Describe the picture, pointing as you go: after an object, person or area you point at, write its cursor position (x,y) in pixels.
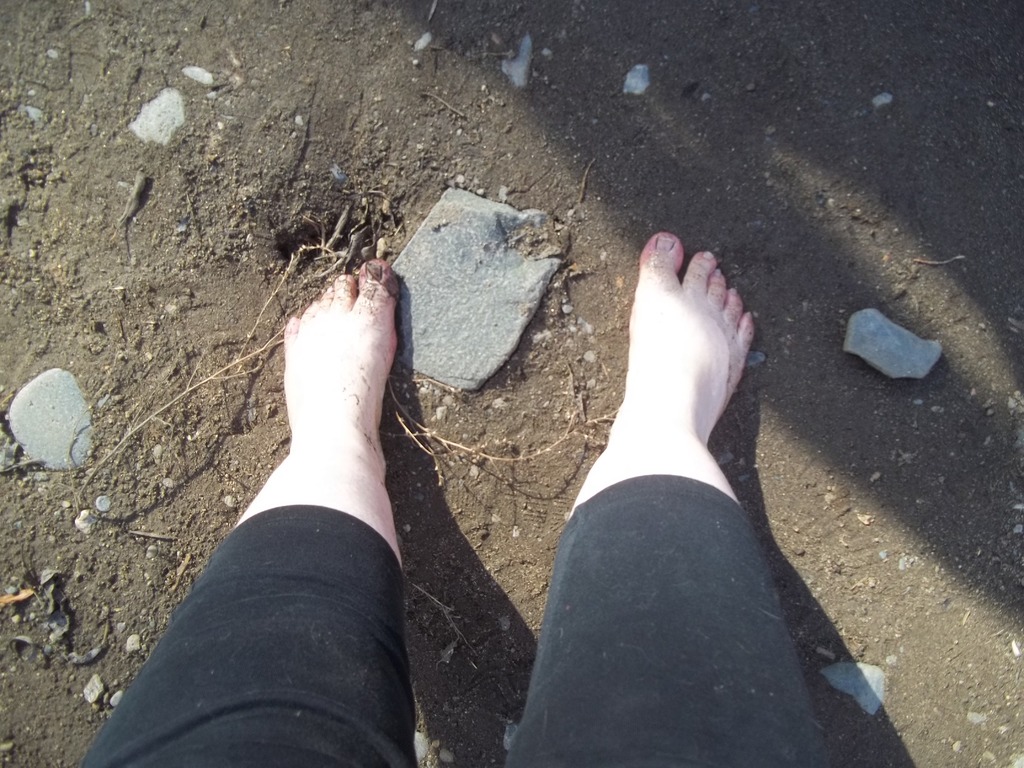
In the picture we can see a person's leg (570,707) on the mud surface (449,680) and on the mud surface (515,568) we can see some stones (452,355).
